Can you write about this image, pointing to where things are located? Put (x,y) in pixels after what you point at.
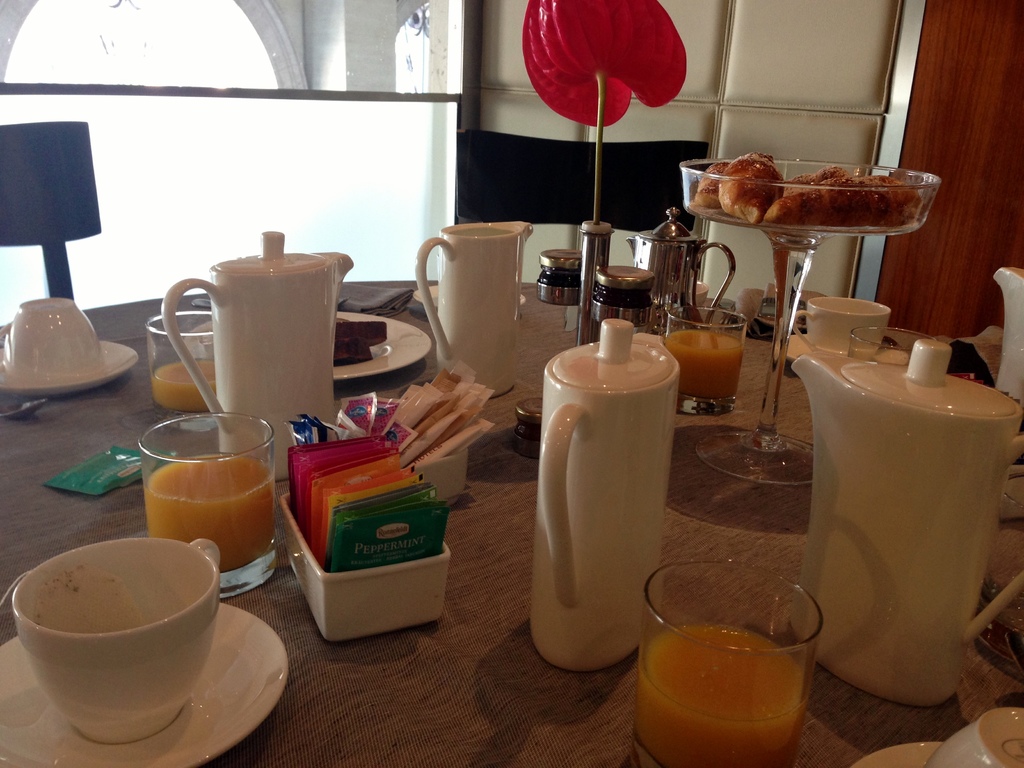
In this image, There is a table (759,517) which is in grey color on that table (699,501) there are some bottles (916,522) which are in white color and there are some glasses (210,486) and there are some food items (482,395) on the table (527,369), In the background (769,53) there is a white color wall (766,40), There is a glass window (178,129) in white color.
